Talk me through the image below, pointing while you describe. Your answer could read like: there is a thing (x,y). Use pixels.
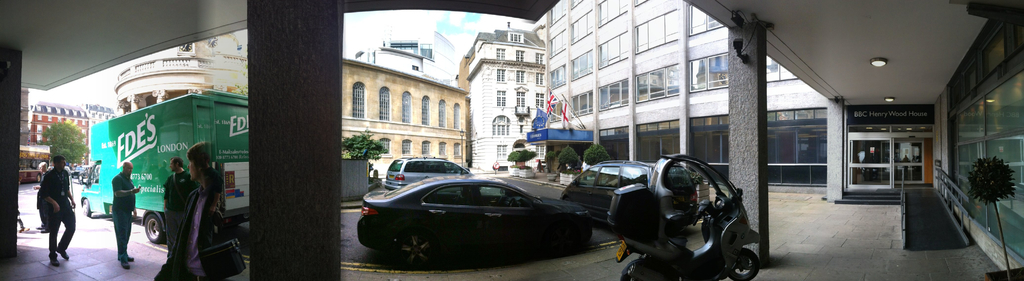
In this picture there are buildings (172,85) and trees (357,154) and there are vehicles (515,231) on the road (567,258). On the left side of the image (197,251) there are group of people (196,266) walking. In the middle of the image (547,111) there are flags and there is a board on the building (633,146). At the top (394,27) there is sky (389,21) and there are clouds (433,21). At the bottom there is a road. On the right side of the image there is a ramp (925,189) and there is a handrail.
